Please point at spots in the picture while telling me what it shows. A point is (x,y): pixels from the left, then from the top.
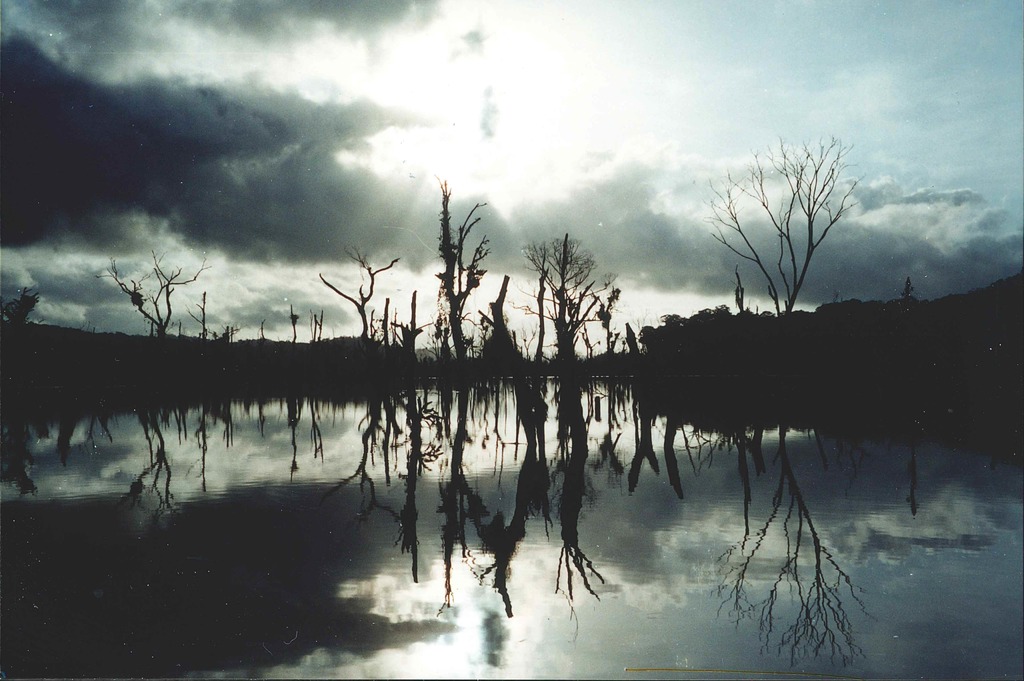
In this image, we can see a lake (415,500). There are some dry trees (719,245) in the middle of the image (448,268). There are clouds (589,203) in the sky (780,75).
